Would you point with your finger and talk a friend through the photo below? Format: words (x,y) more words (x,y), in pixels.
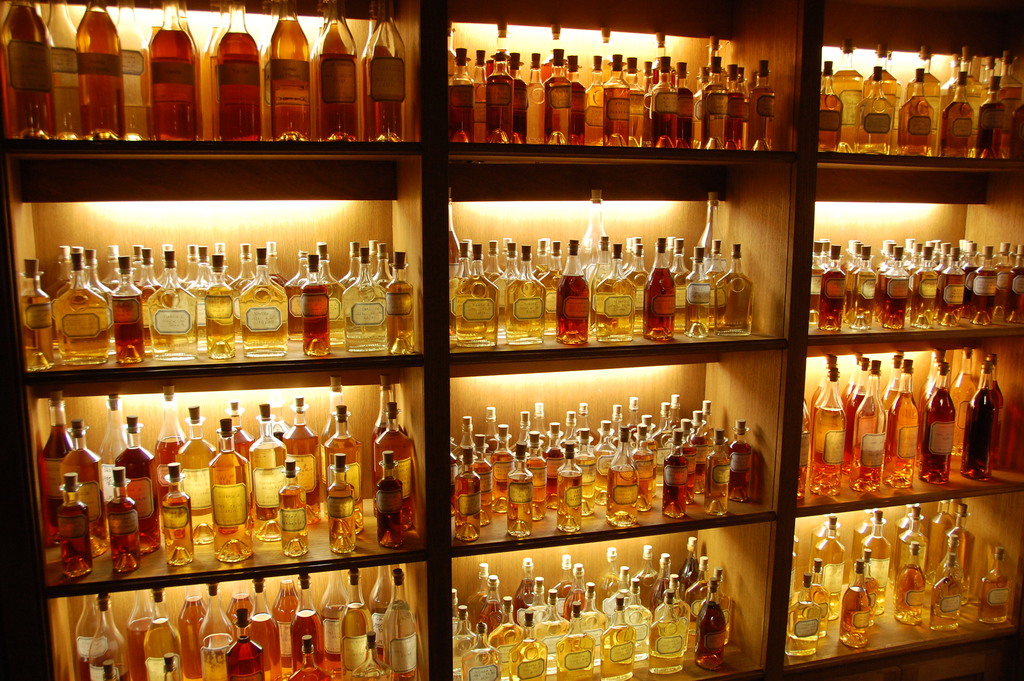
These are all the alcohol bottles (338,415) which are placed in different shelves (766,165) of a cupboard (429,192).
